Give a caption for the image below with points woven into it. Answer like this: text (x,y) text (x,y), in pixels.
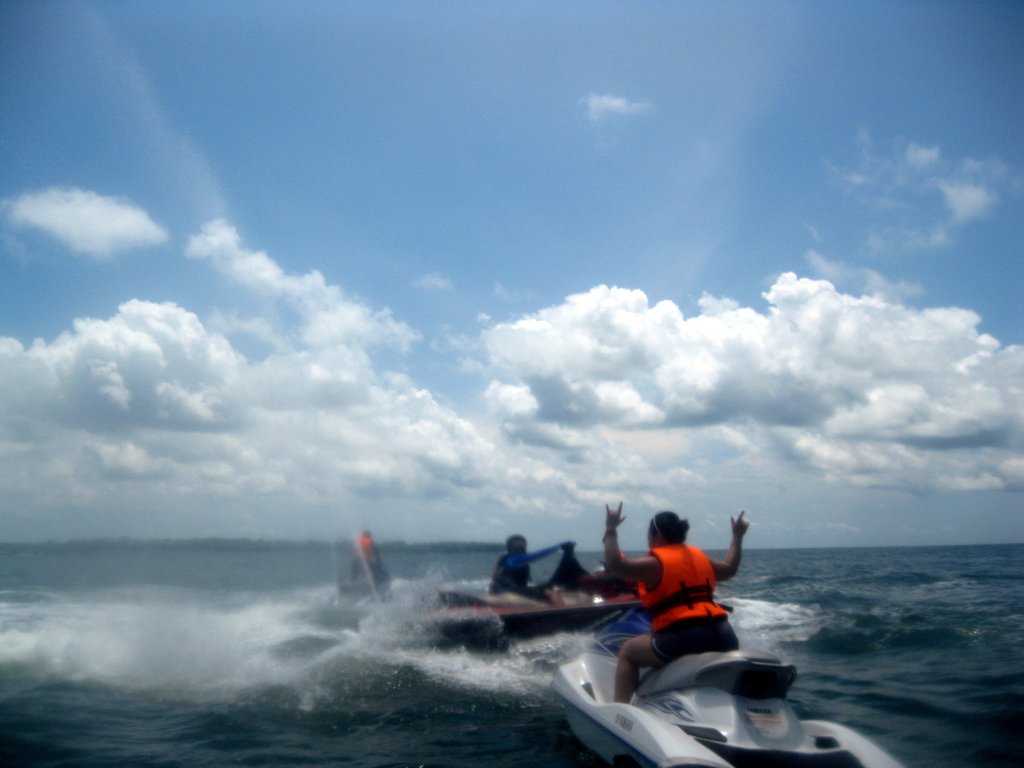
In this picture we can see three persons (702,631) riding speed boats (627,617), at the bottom (516,679) there is water (416,716), this person (648,660) wore a life jacket (677,600), there is the sky (632,459) at the top of the picture (522,250).
